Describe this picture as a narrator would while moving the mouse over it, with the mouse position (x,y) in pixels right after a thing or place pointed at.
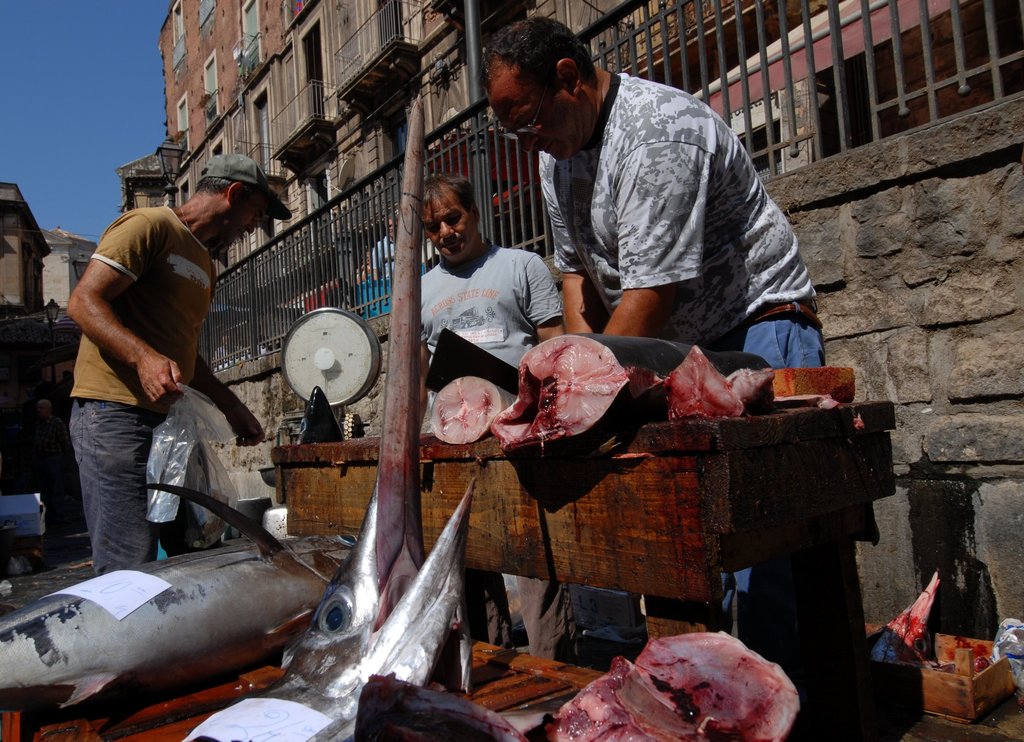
This image is taken outdoors. In the background (52,257) there are a few buildings (299,76). There is a railing (333,249). There is a pole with a street light (171,142). At the top left of the image (58,89) there is the sky (70,201). In the middle of the image (451,293) three men (165,340) are standing and they are holding a few objects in their hands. A man (575,188) is holding a knife (472,371) in his hand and cutting a fish (489,388). There is a table (443,464) with a few fish slices (517,410) on it. At the bottom of the image (528,728) there is a table (500,724) with a few fishes (728,700) on it. On the right side of the image (899,661) there is a basket (934,672) and there is an object (922,634).
